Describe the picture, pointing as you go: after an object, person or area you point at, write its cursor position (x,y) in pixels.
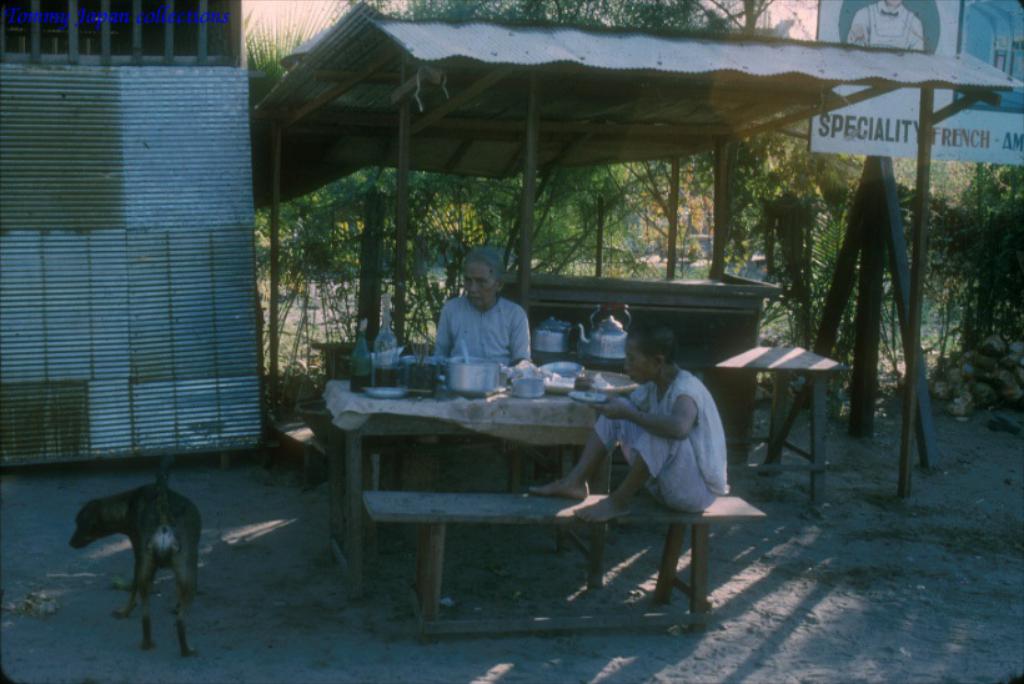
Two people (447,327) are sitting on benches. In-between of them there is a table (493,386), above the table (552,397) there are kettles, bottle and things (559,377). Left side of the image (171,233) we can see steel wall (114,278) and dog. Right side of the image (990,15) we can see hoarding (1005,35). Middle of the image (547,416) there is a shed (691,48), under that shed (691,48) there are tables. Background (561,10) we can see trees (511,217).
